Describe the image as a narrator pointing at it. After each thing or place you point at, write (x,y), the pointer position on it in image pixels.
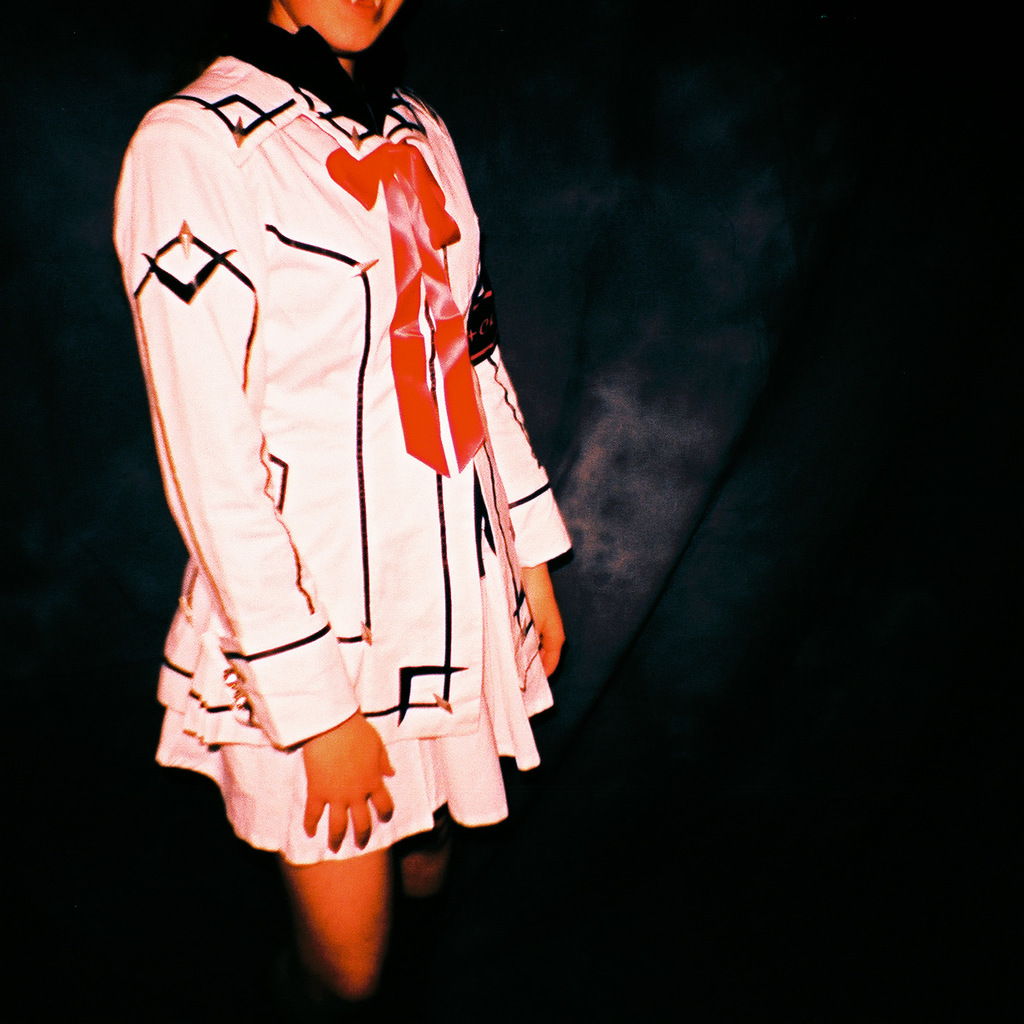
On the left side (294,444), there is a woman (276,169) in a white color dress (197,185) standing. And the background (800,747) is dark in color.
